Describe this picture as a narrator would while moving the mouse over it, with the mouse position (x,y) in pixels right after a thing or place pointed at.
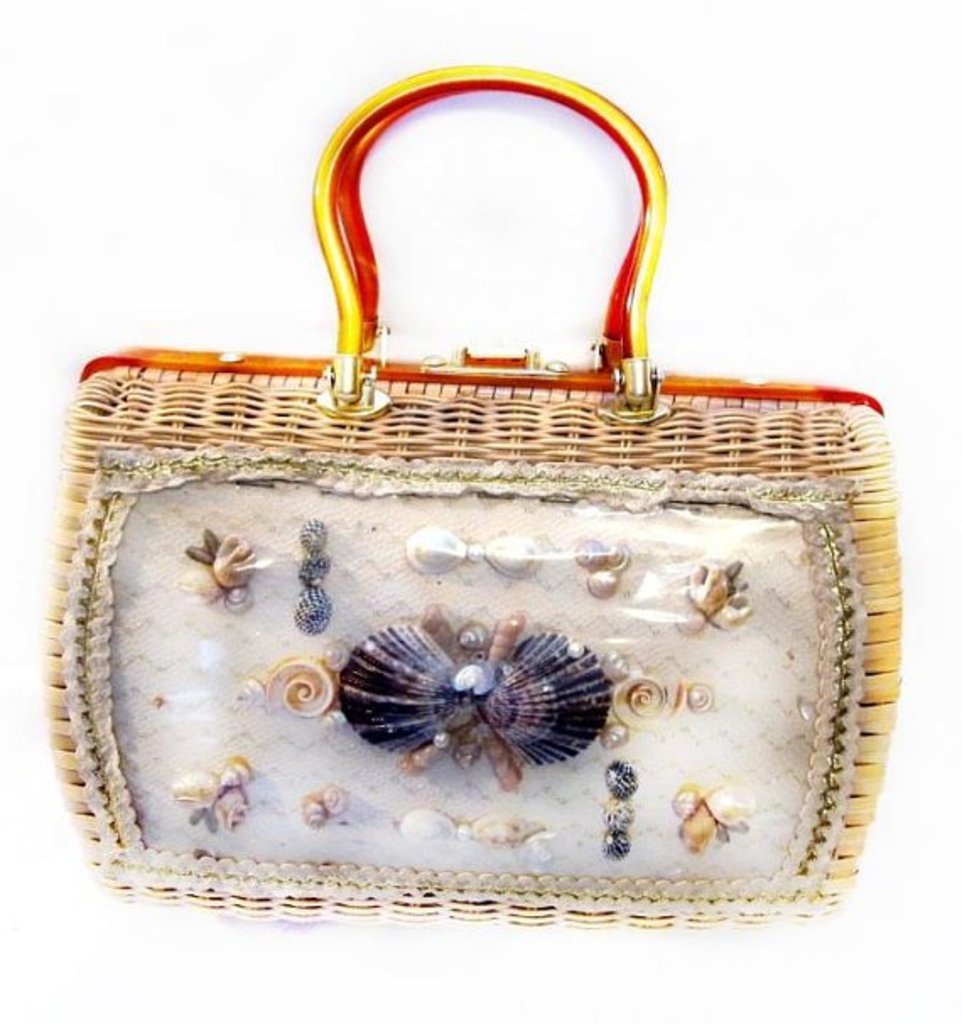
In the image a purse (336,545) is shown it is made up of wicker (629,456) and some shells (601,591) and pearls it is of yellow and red color.
